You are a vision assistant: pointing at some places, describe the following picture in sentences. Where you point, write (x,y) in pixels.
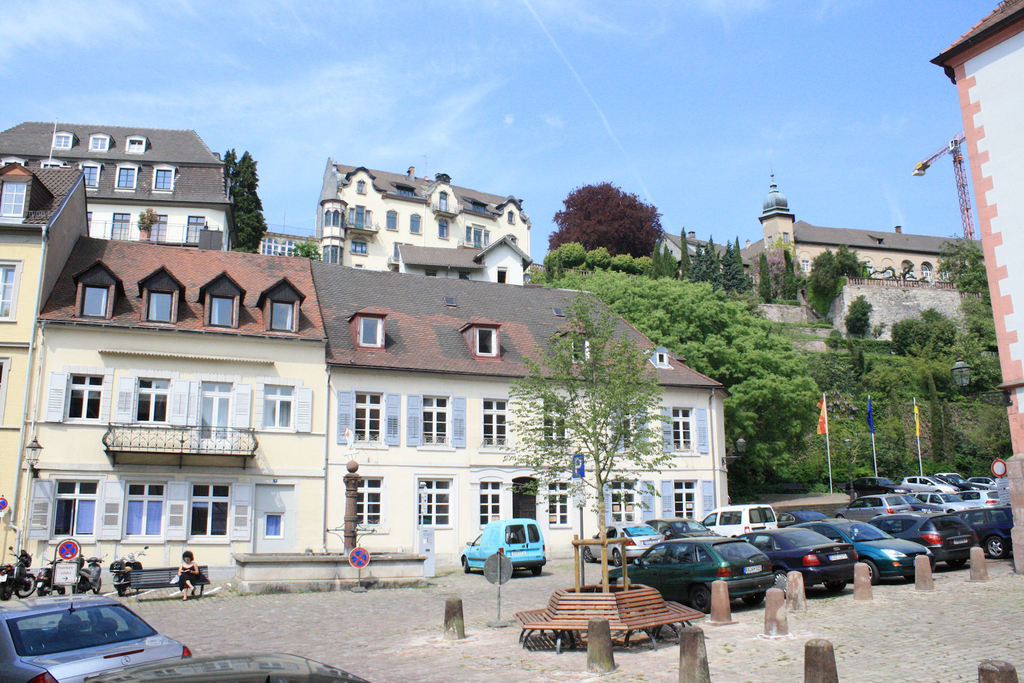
In this image I can see number of cars (824,546) parked in the street (273,632), a bench (539,623), few poles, a tree (589,330), building (183,339), a woman (188,556) sitting on the bench (163,581), few motorbikes (91,582), few sign boards (66,569) and few Windows (144,502) of the building (200,433). In the background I can see few trees (768,330), a crane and the sky (733,117).
